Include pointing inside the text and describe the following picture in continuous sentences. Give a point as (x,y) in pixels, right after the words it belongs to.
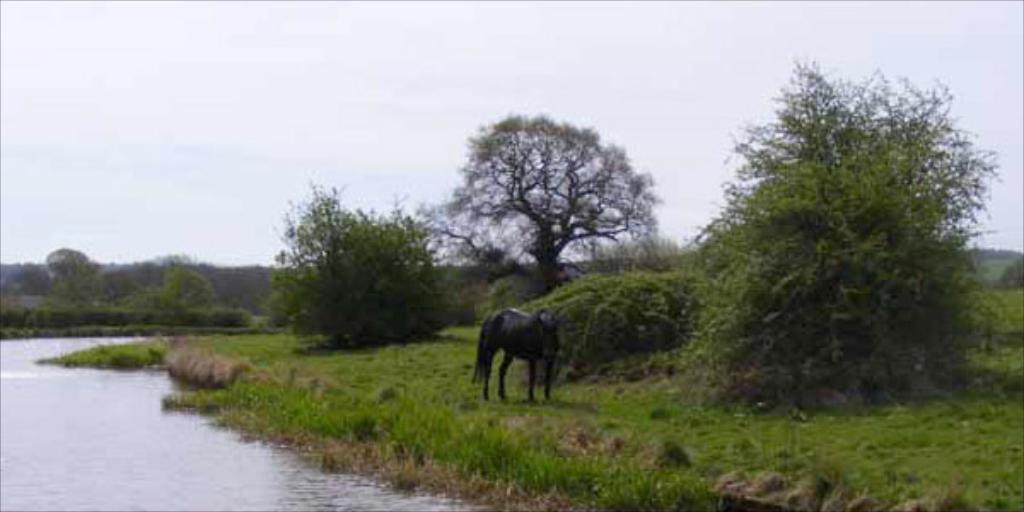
Here there is a horse (513,343) standing on the ground (405,399). On the left (137,391) we can see water (4,452). In the background (377,308) there are trees (475,301) and sky (368,124).
